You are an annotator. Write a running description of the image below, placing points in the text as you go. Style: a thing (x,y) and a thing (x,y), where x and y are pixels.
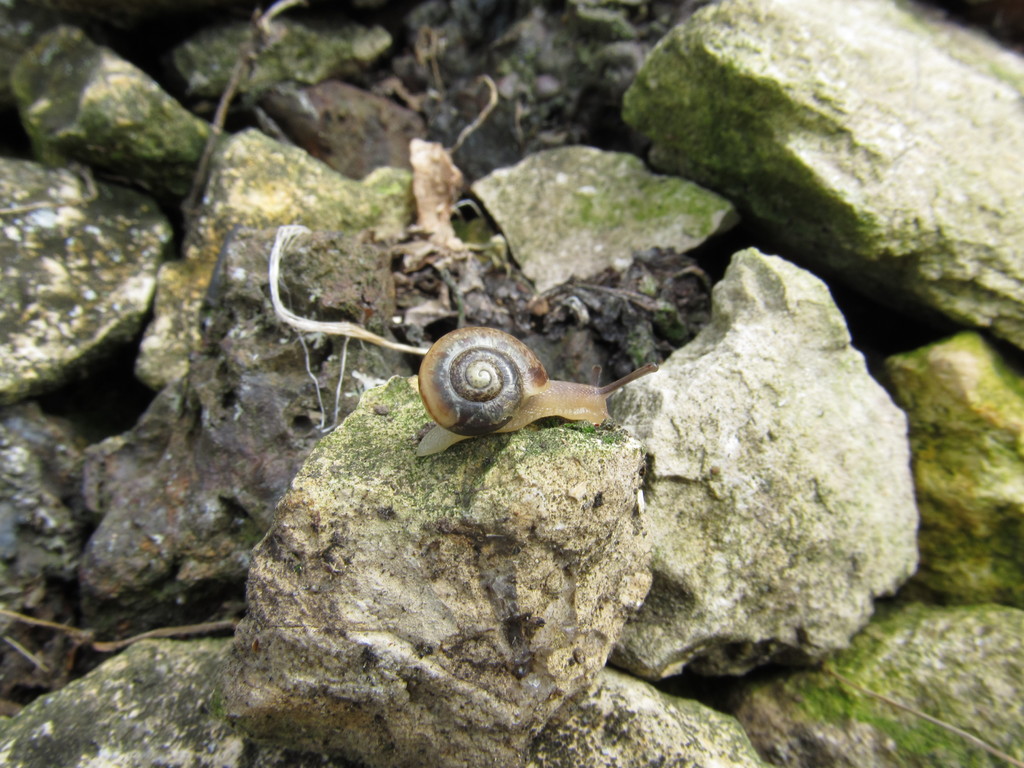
In this image on the ground (619,112) there is a snail (472,408). On the ground (398,240) there are stones (554,154).
